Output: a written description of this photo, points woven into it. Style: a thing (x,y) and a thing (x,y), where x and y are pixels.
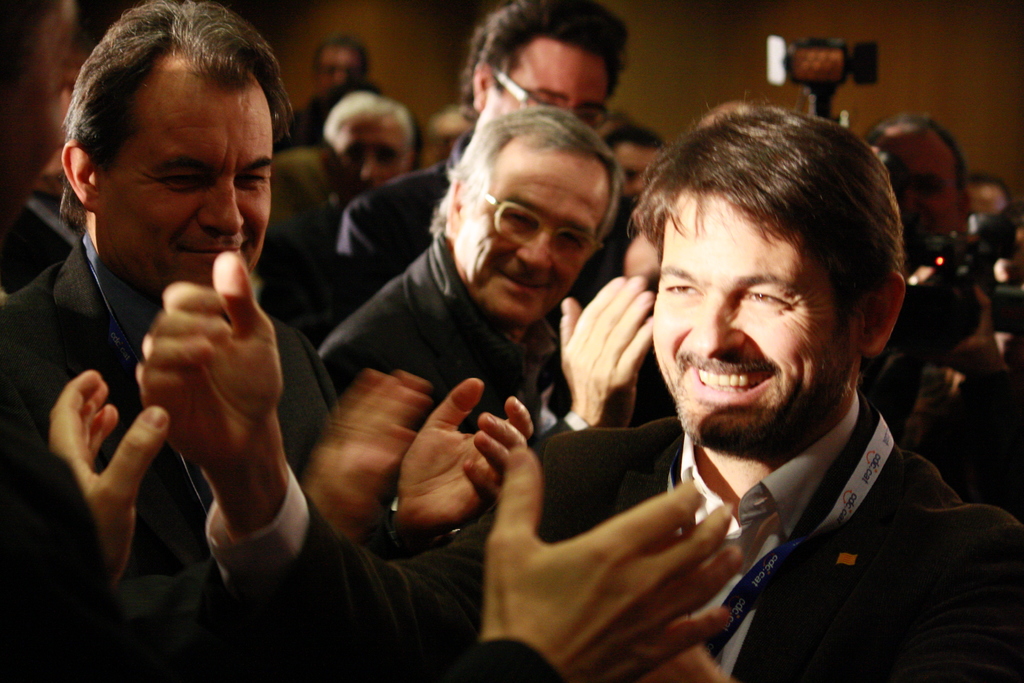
In this picture there are two men (175,172) wearing black blazers (279,352) and clapping their hands (382,445). Towards the right (764,636) there is another man (779,411) in black blazer (878,519) and ID card (853,485). Behind him there are people (957,415) holding cameras (971,245). In the background (591,106) there are people (636,182).
